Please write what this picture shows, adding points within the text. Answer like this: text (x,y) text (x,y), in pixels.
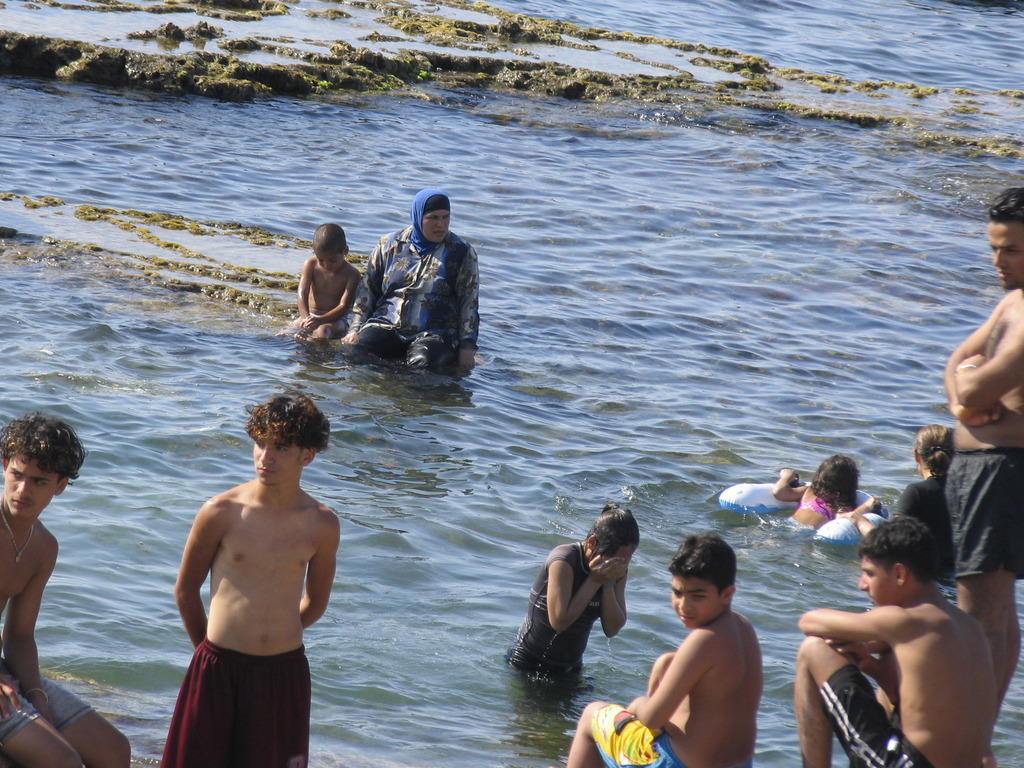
In this picture we can see a group of people (395,334) where some are sitting and some are standing and in the background (672,118) we can see water (823,215).
